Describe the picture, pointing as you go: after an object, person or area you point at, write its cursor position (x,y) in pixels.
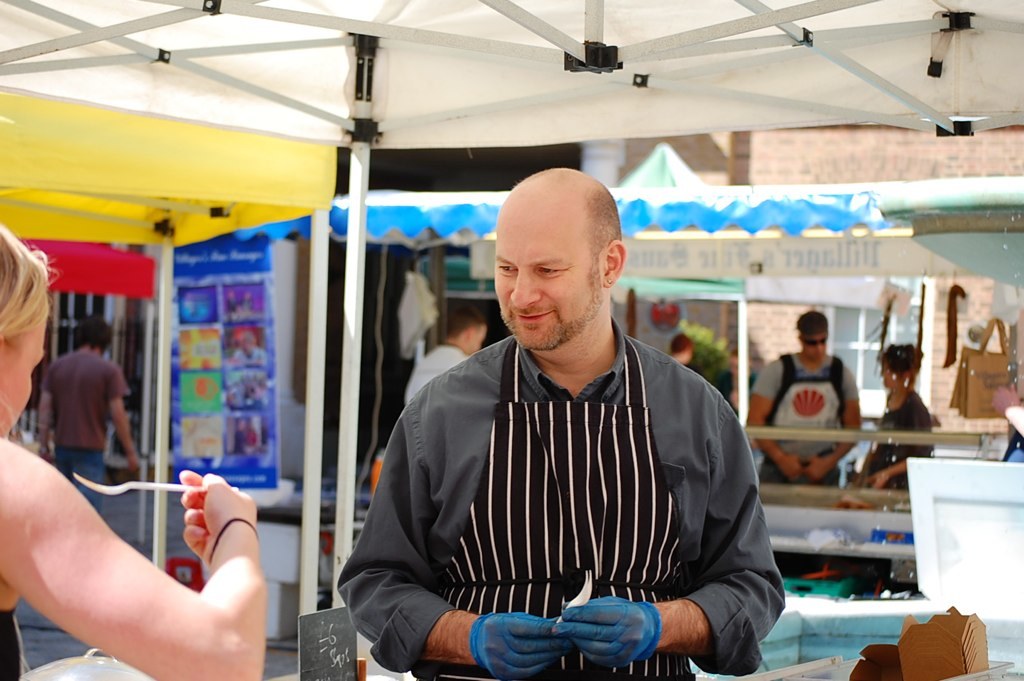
In the center of the image (593,386) a man (581,450) is standing and holding an object (580,600). On the left side of the image (75,587) a lady (16,474) is present and holding a spoon (88,488). At the top of the image (448,48) tent (465,121) is there. In the background of the image (235,311) we can see some persons (797,397), board (205,445), bags (973,368) are present. In the middle of the image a window (840,348) and a wall (751,323), plant (697,341) are there.
